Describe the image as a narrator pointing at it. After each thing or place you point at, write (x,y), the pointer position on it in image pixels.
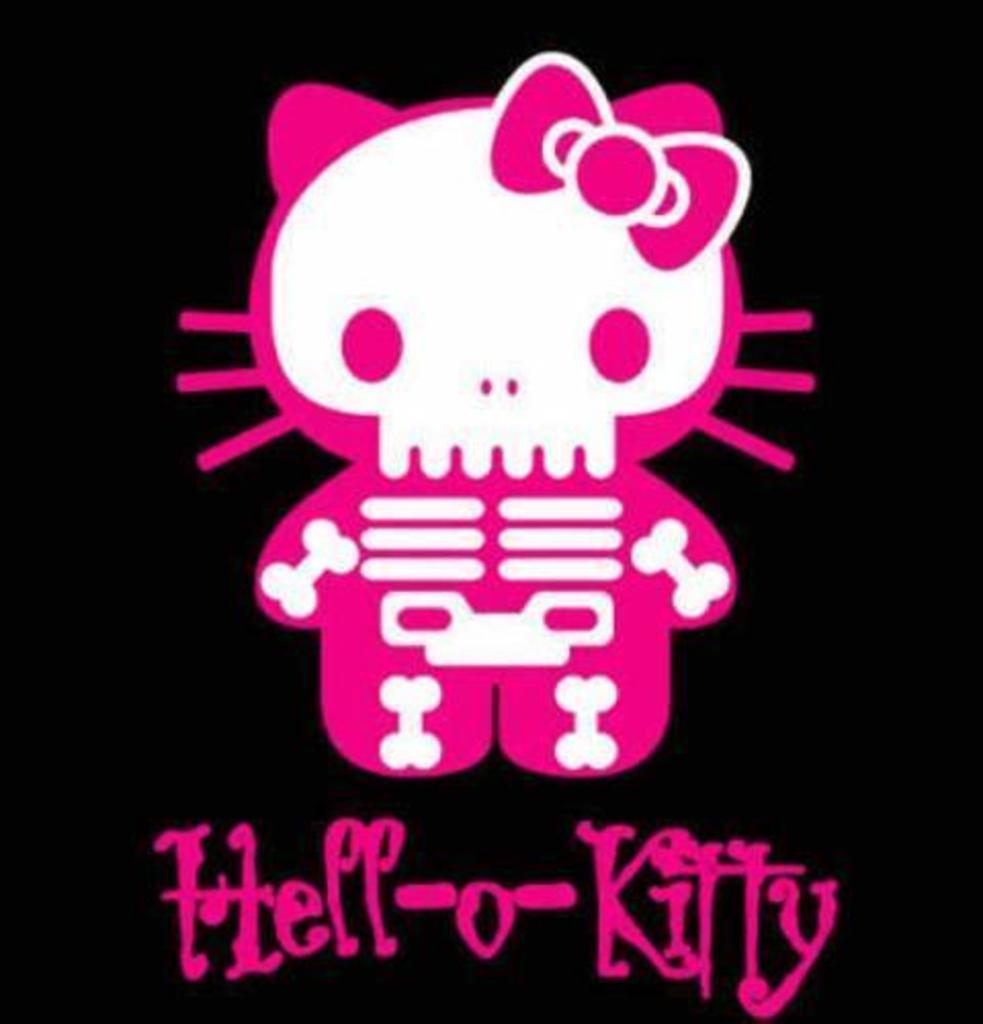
This is an animation picture. In this picture we can see a cartoon (361,429) and some text (811,949) at the bottom (465,906).
